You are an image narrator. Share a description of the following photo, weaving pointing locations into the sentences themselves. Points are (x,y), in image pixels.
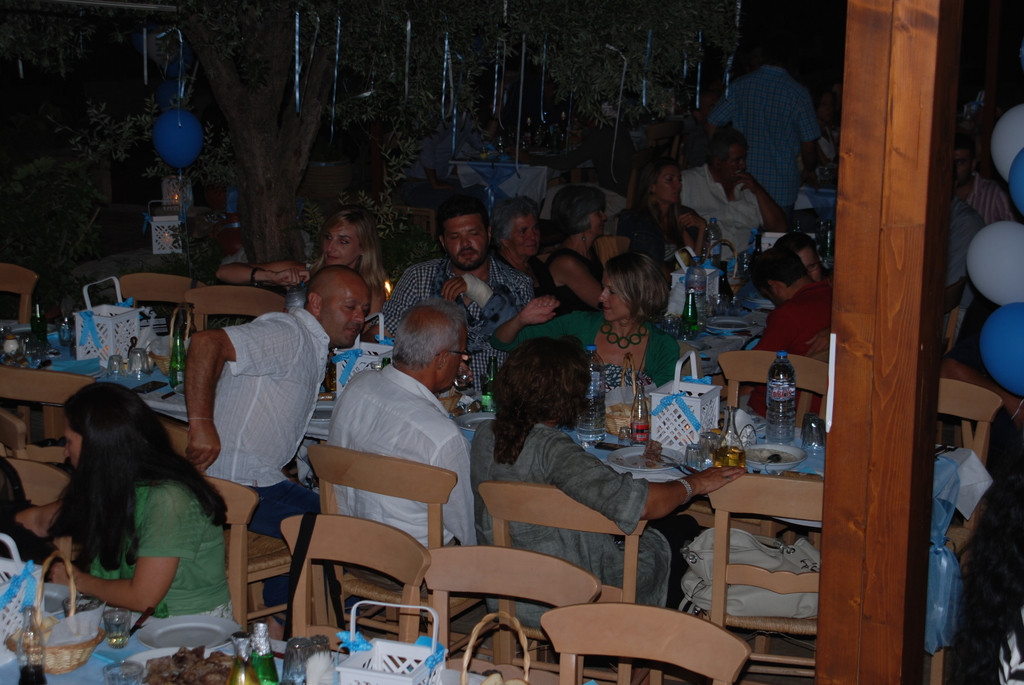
Background (694,89) is dark. we can see persons (682,538) sitting on chairs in front of a table (712,364) and on the table (72,673) we can see bottles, baskets (687,412), tissue papers (79,617), plate (190,661) of food (225,666), glasses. At the right side of the picture (998,299) we can see balloons (1015,234) in white and blue colour.
